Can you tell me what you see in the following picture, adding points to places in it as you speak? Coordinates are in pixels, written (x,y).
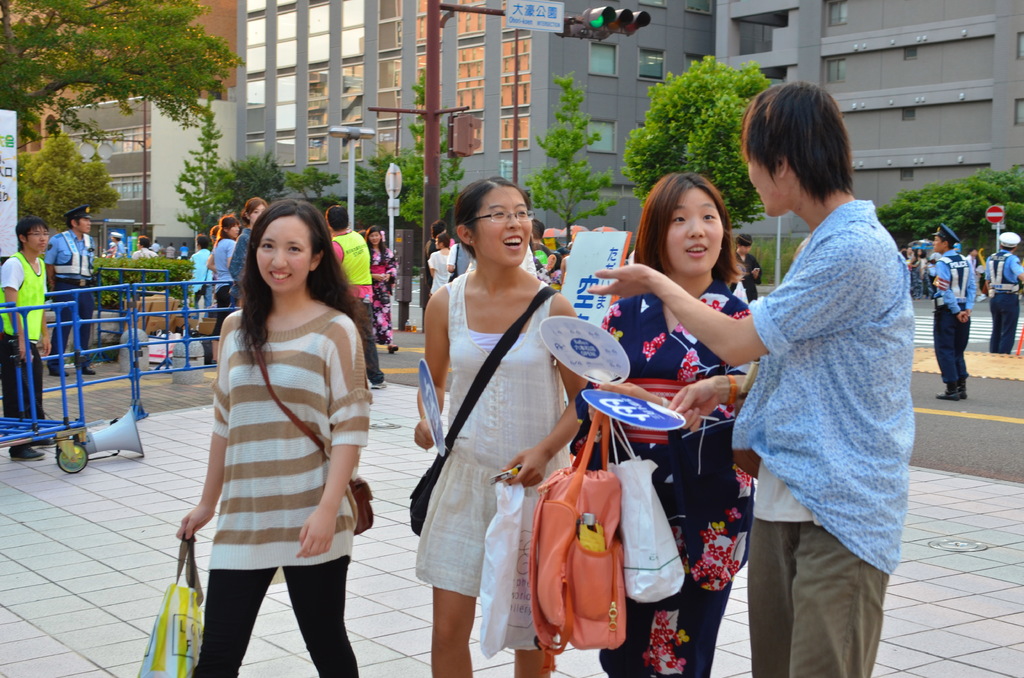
In this image I can see four people (449,483) with different color dresses (302,461) and I can see three people (500,464) are holding the boards (642,425) and these people (645,368) are holding the bags (569,551). In the background (113,244) I can see the group of people (47,342) with different color dresses (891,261). To the left (79,390) I can see the trolley (62,418). In the back (446,161) there are trees (248,170), signal pole (475,140) and the building (282,111). I can also see some boards (437,434) in-front of these people (473,203).
